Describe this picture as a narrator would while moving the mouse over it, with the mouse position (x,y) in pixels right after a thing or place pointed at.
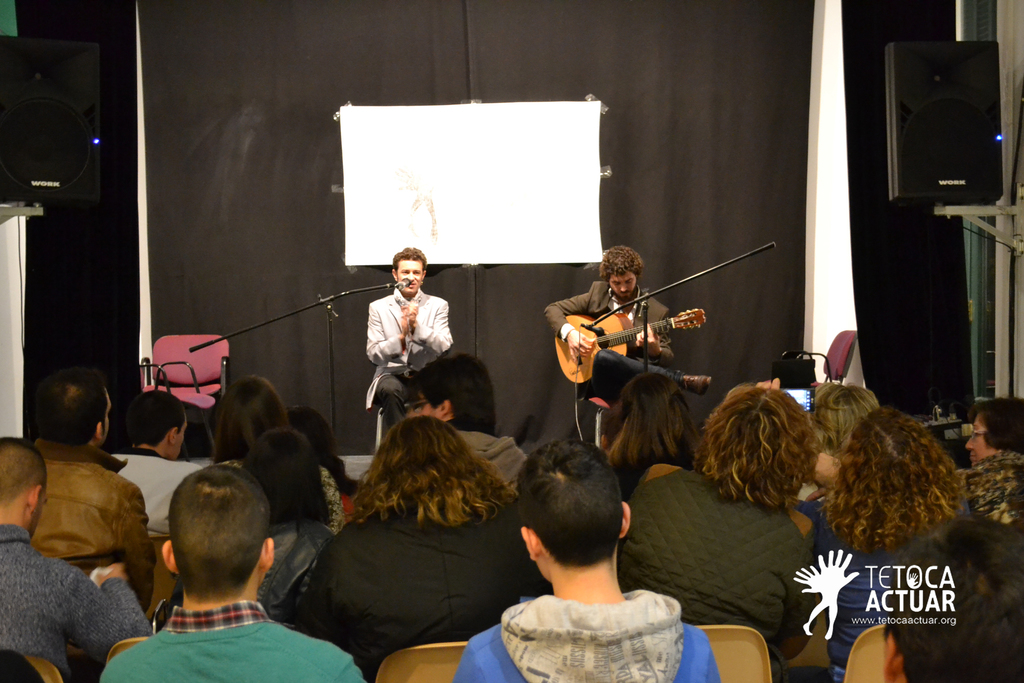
In this image there two people (428,357) are sitting on the stage (363,459), one is playing guitar (619,331) and one is singing and audience (431,506) are sitting opposite to them. At the left (84,97) there is a speaker (53,123) and at the right (937,171) there is a speaker (931,203), at the back (344,96) there is a curtain (292,182).
